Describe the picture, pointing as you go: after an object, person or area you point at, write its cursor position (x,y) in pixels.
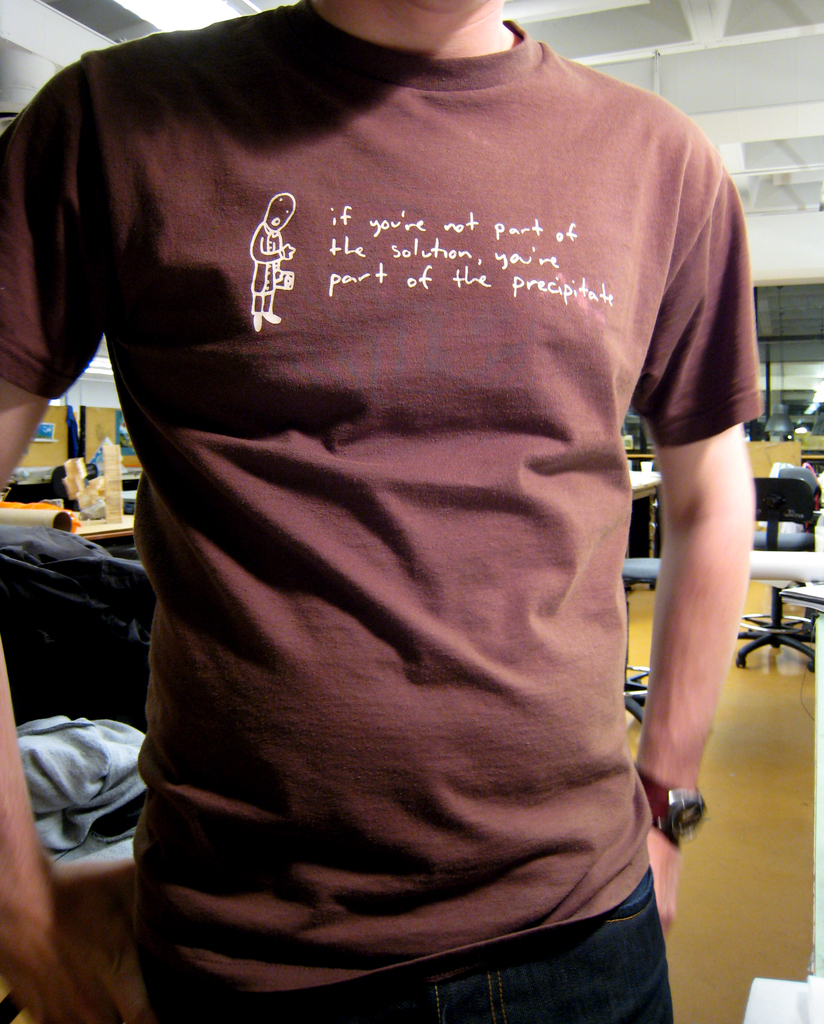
In this image we can see some person (360,287) wearing the t shirt (498,393) and standing. In the background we can see the chairs (782,475) on the floor (767,839). We can also see some clothes (35,712) and also some other objects (77,472) on the table (126,528). Ceiling (809,65) is also visible with the light (176,14).
